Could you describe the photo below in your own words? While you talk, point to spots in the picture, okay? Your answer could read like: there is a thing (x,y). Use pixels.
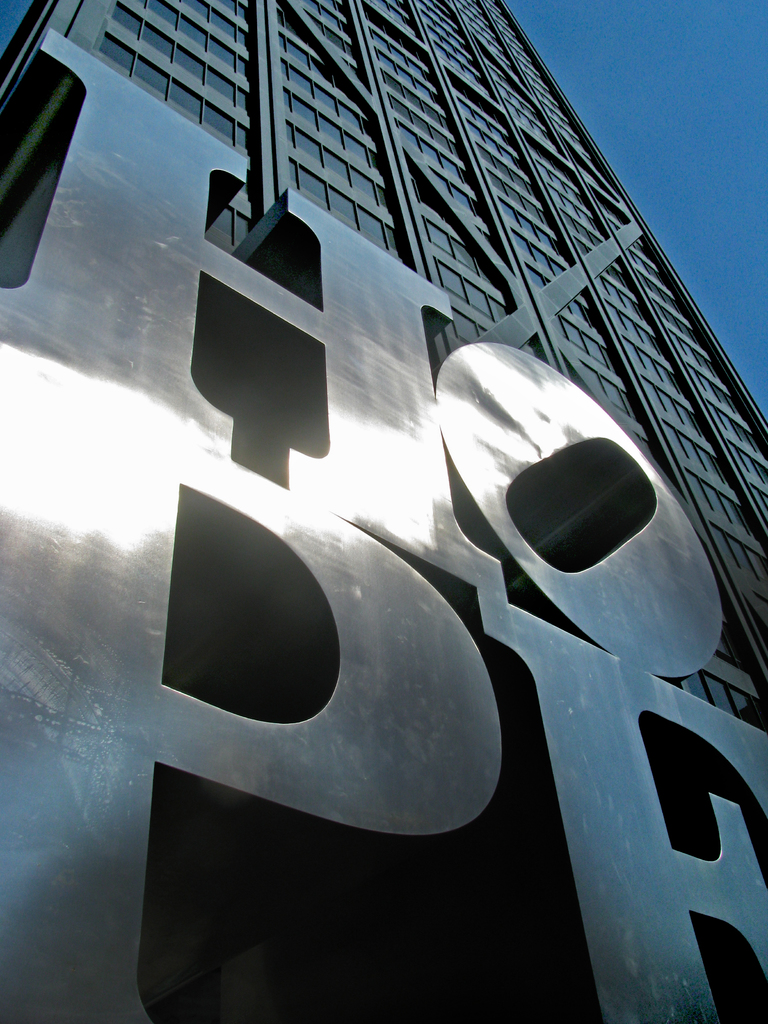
In this image there is text (343,820) on the building (464,220). Right top there is sky (638,70).
